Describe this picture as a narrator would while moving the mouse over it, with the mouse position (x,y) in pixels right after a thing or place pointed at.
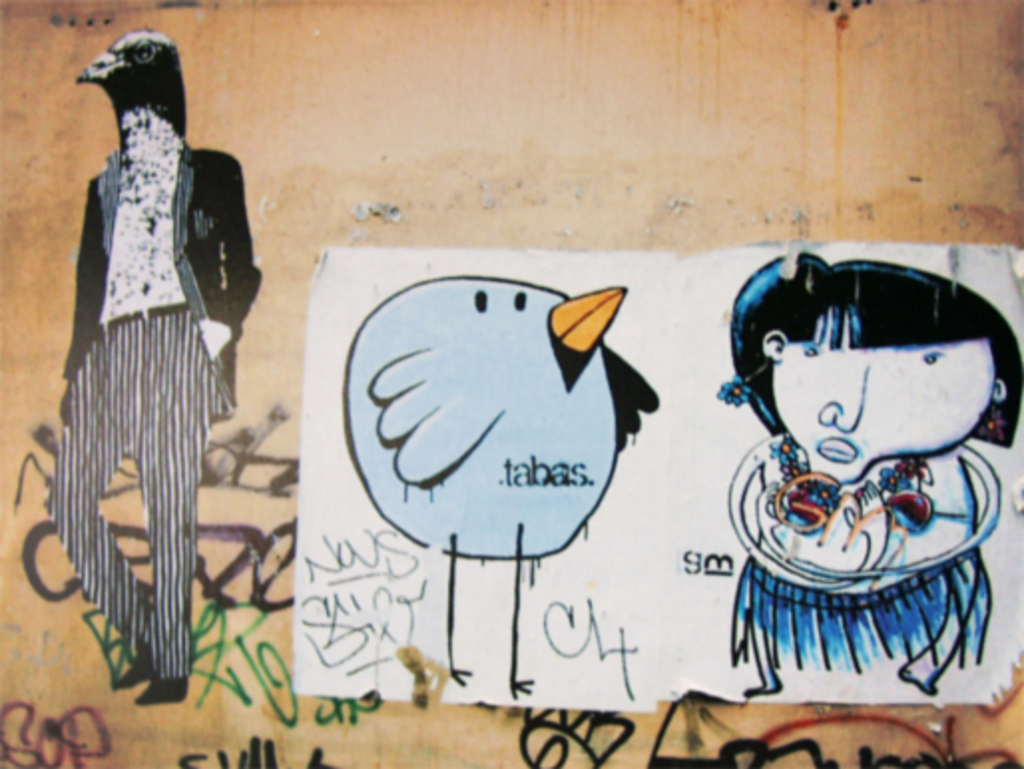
In this picture there is a painting (831,374) on the wall (216,578). There is a painting (737,448) of a girl (900,457) and bird (458,303) and there is a painting (165,345) of a person (165,506) with pigeon head (131,120) and there is a text (736,752).
